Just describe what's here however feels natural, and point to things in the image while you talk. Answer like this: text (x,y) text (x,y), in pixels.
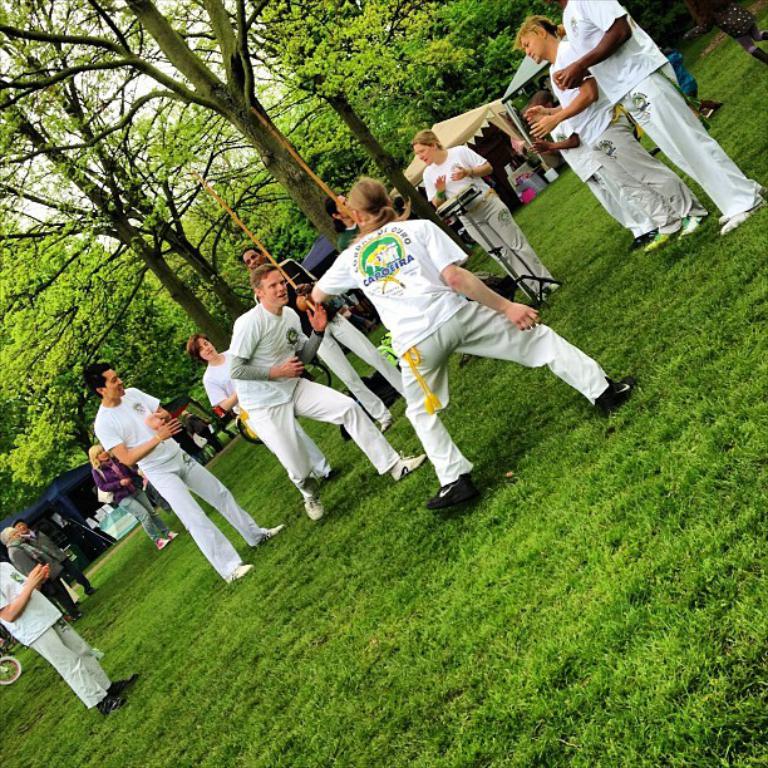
In this picture we can see some persons (438,260), tents (480,127), bicycles (17,669), stand (462,213), boards (104,513) are there. At the top of the image (294,86) trees (344,92) are there. At the bottom of the image (514,603) ground (551,618) is there.
